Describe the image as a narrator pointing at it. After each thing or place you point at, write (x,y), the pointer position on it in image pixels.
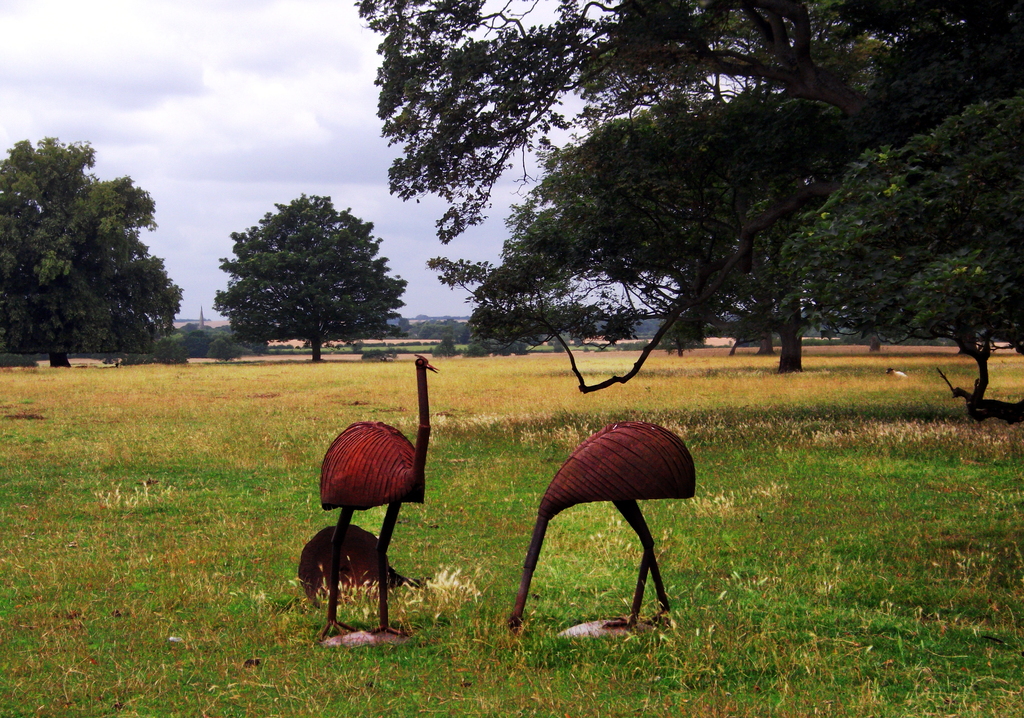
There are two birds (657,462) on the ground (676,607) near grass (722,652) on the ground (559,705). In the background (943,291), there are trees (452,203) and plants (175,333) on the ground (726,339) and there are clouds (238,46) in the sky (176,33).
